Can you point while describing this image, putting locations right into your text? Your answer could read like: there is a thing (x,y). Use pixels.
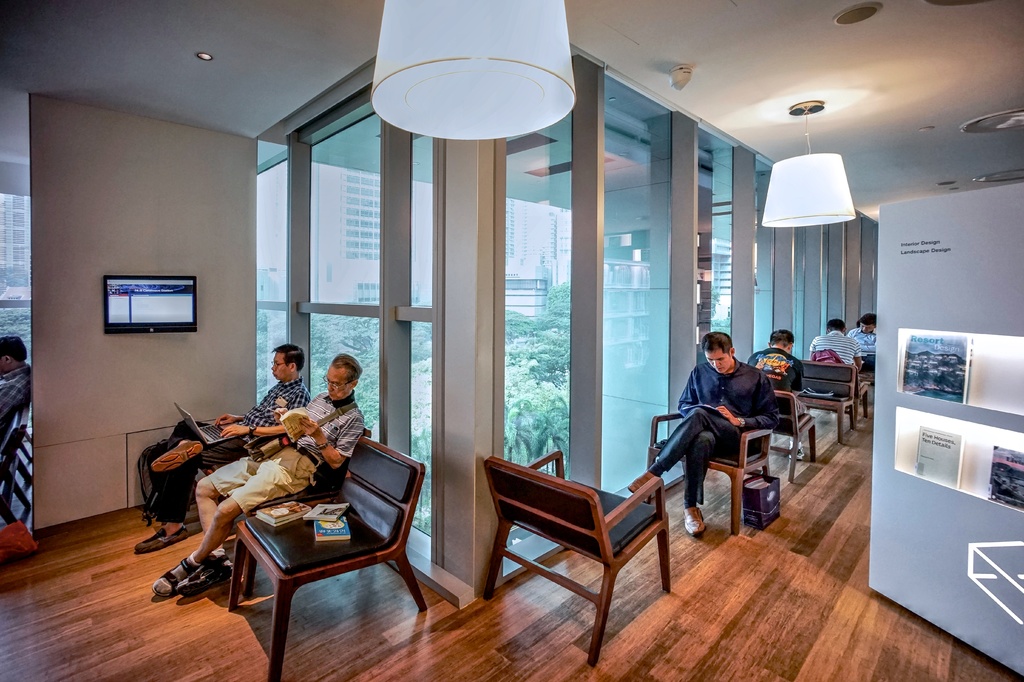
In the image we can see few persons (744,376) were sitting on the chair (266,554). In the background (697,228) we can see glass (509,281), wall (161,223), monitor (150,313) and banner (970,289).
